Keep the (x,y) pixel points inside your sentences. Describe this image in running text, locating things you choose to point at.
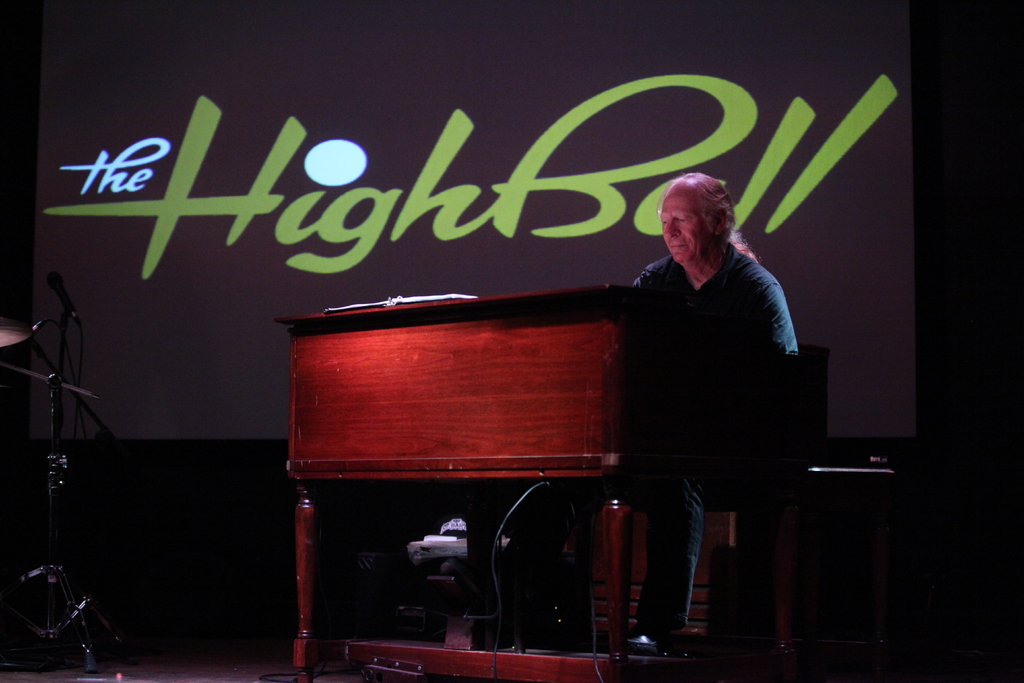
In this image I can see a person (659,544) is sitting in front of the musical instrument (451,425). I can see the mic (70,304) and stand (61,328). They are on the stage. Back I can see the screen (558,164) and something is written on it.
